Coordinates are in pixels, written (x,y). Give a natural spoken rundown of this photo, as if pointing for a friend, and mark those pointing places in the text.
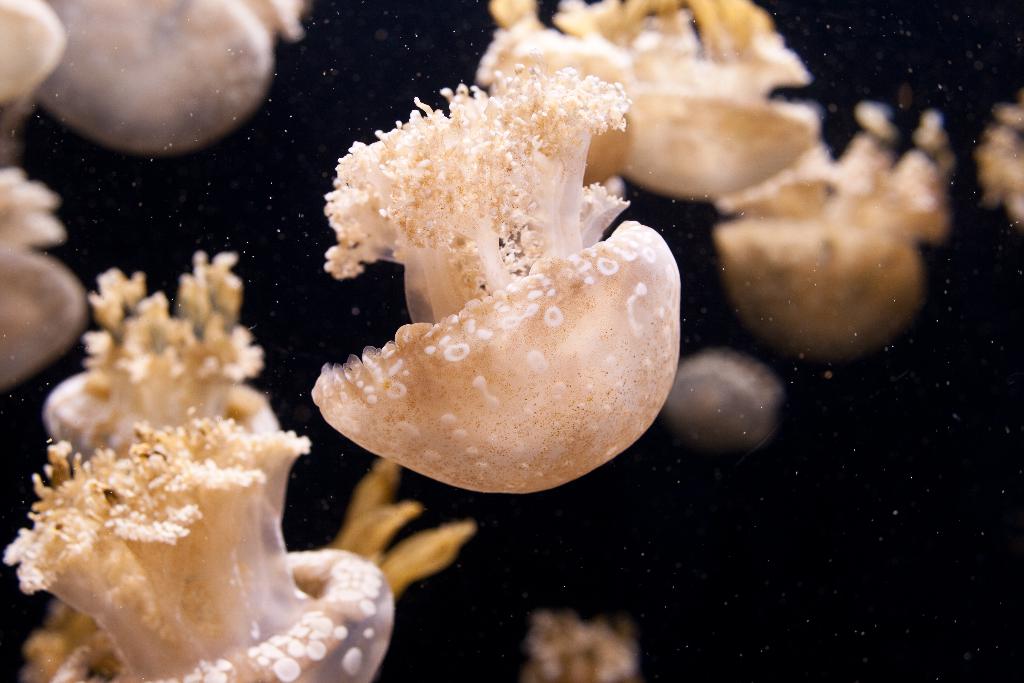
In this image I can see some jellyfish (428,340) which are in white and cream color. And there is a black background (845,424).
